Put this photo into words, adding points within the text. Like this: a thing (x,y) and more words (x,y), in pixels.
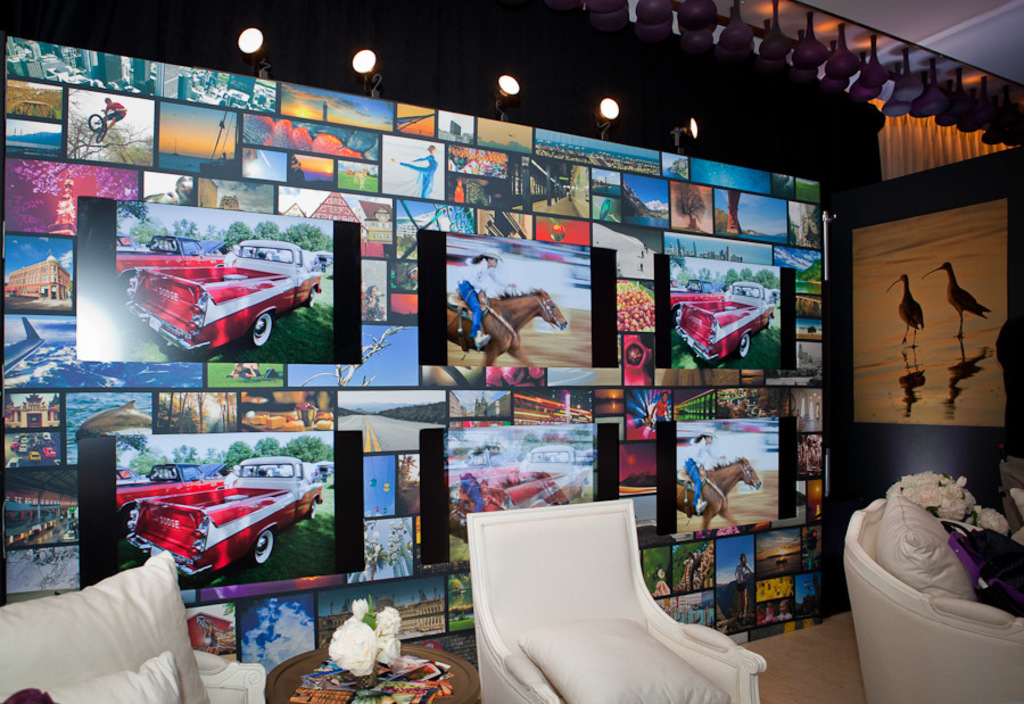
In this picture I can see there are few chairs (558,631) and there is a table (472,676) and there are few objects (362,679) placed on the table (311,661) and there are few photo frames (241,601) placed on the wall (207,583) and there are pictures (264,397) of cars (306,505), buildings (24,270), horses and airplane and there is a picture (905,332) of birds (908,317) on to right (917,328).
